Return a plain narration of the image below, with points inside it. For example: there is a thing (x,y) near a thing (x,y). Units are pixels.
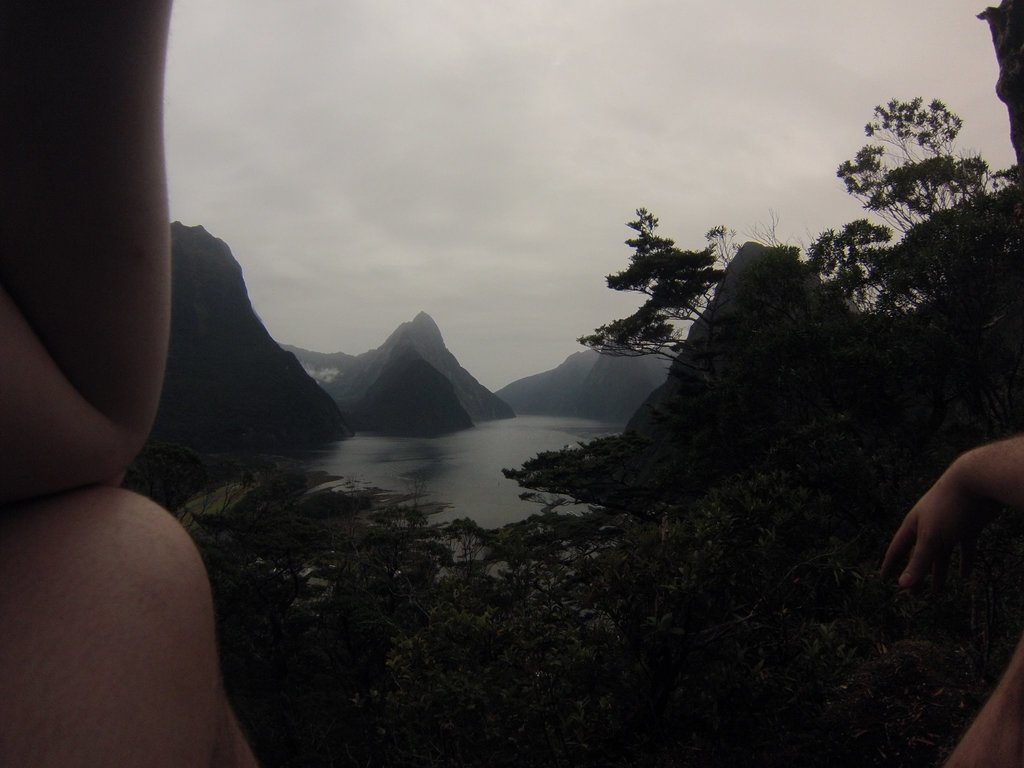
In this picture we can see trees (476,548), water (493,452) and hills (465,380). On the left side of the image (74,56) we can see person's leg (132,764) and hand (37,23). On the right side of the image (968,764) we can see person's leg (1015,767) and hand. In the background of the image (596,221) we can see the sky (583,216).
